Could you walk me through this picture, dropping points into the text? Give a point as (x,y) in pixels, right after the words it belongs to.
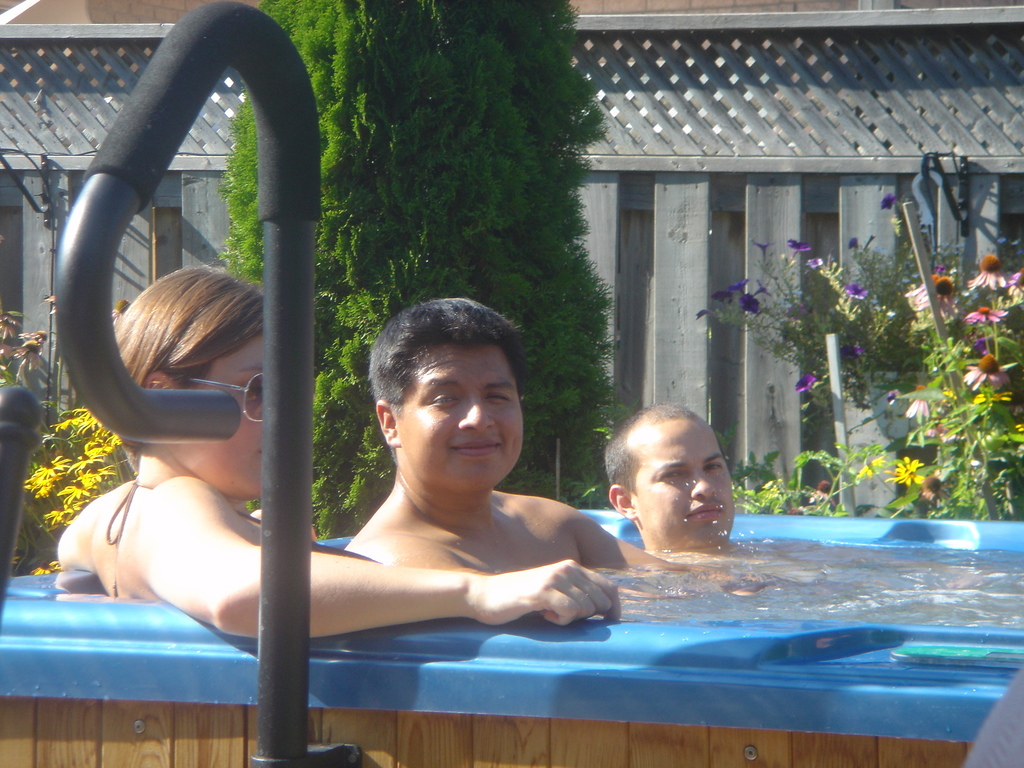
In this image I see 2 men (391,339) and I see a woman (222,342) over here who is wearing shades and I see the black rod (91,337) over here and I see the water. In the background (884,60) I see the plants (473,201) and I see the flowers (992,312) over here and I see the fencing (682,17).
